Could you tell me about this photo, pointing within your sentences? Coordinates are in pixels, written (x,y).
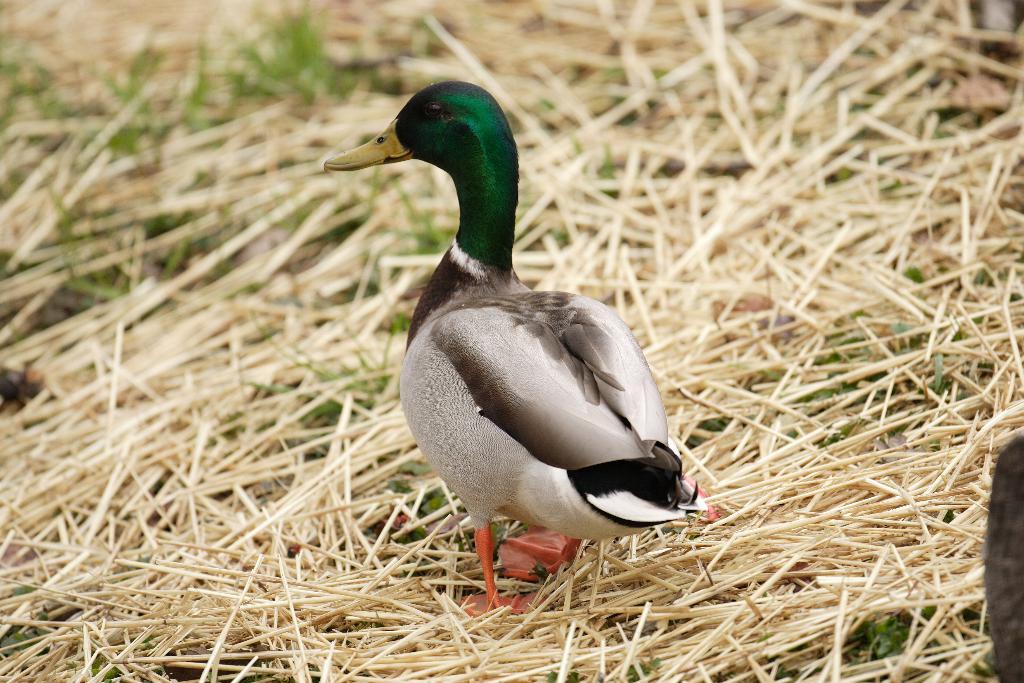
In the center of the image (448,343) we can see a mallard (462,380). In the background of the image (70,454) we can see the grass (294,71) and dry grass (502,588).
